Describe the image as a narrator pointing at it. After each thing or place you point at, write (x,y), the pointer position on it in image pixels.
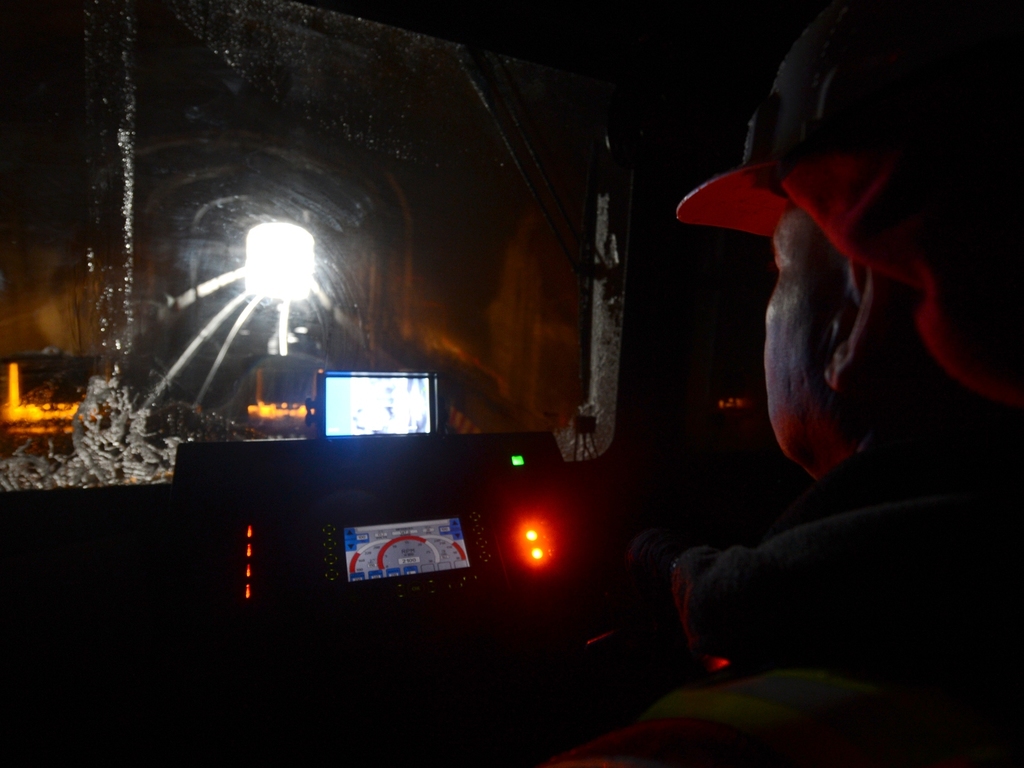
This is an inner view of vehicle (212,458), we can see a person (652,574) sitting, and we can see some screens (348,434), we can see the glass (424,247), and we can see light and some objects (62,431) from the glass (417,231).
